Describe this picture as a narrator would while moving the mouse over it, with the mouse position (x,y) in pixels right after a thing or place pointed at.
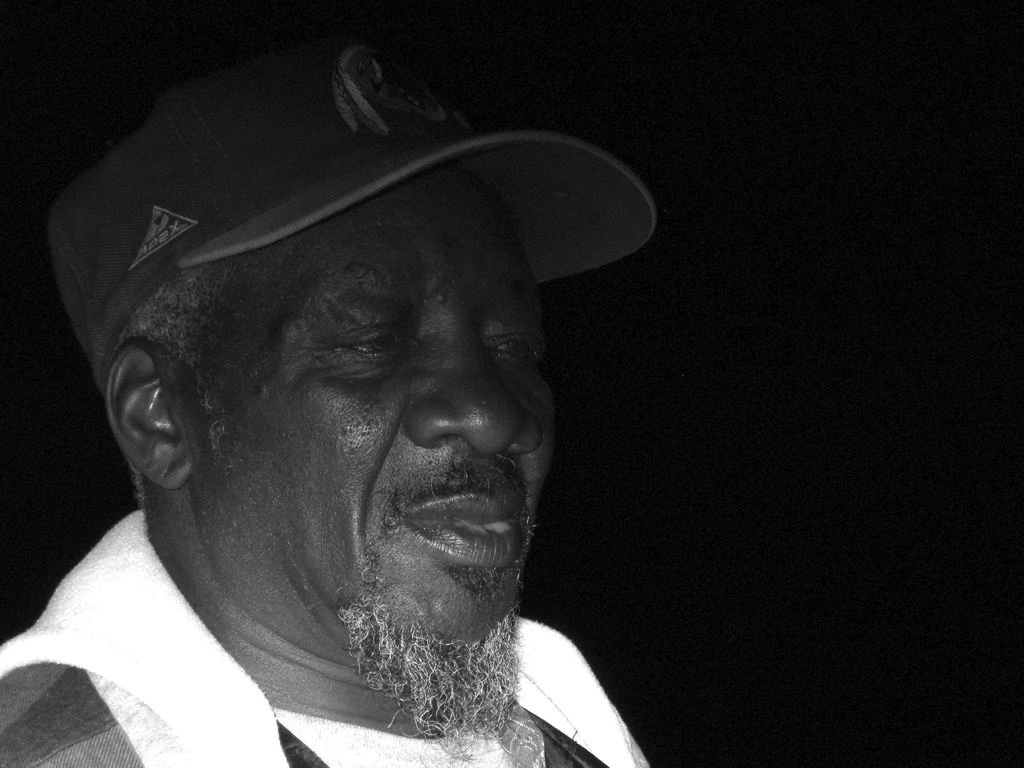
In this image on the left side (325,533) there is one person (458,425) who is wearing a cap (295,209), and there is a black background (678,366).
